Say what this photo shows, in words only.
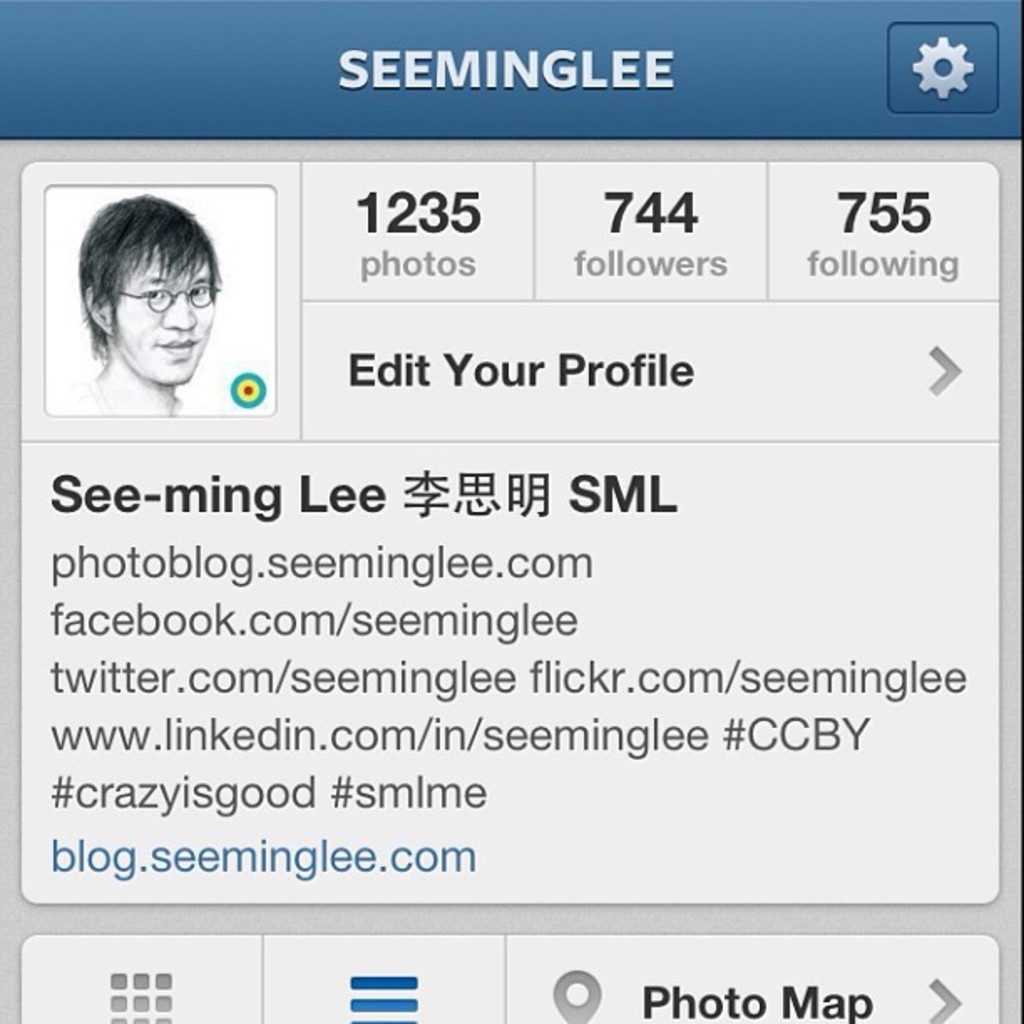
In this image this looks like a profile of a person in social sites.
